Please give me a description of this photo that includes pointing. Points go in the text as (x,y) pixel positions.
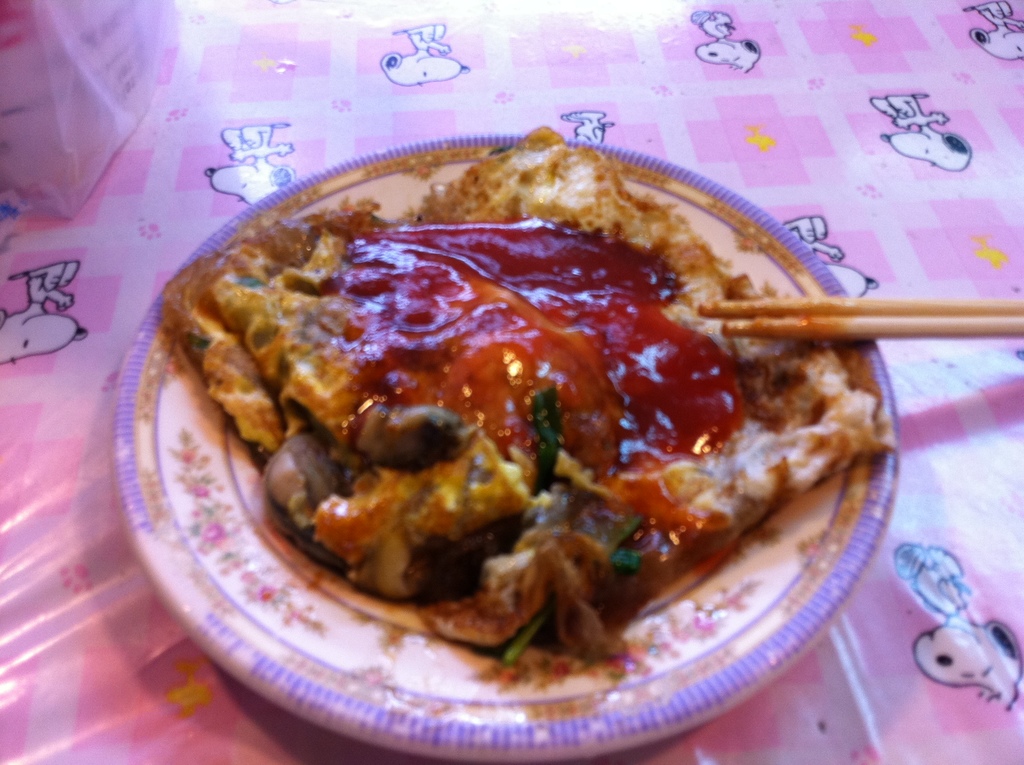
In the middle (372,479) it is a food item (436,386) with jam (518,362) on it in a plate (343,617). On the right side (795,309) there are chopsticks (812,313) and this is the pink color cover (339,109) with dog images (825,233).
